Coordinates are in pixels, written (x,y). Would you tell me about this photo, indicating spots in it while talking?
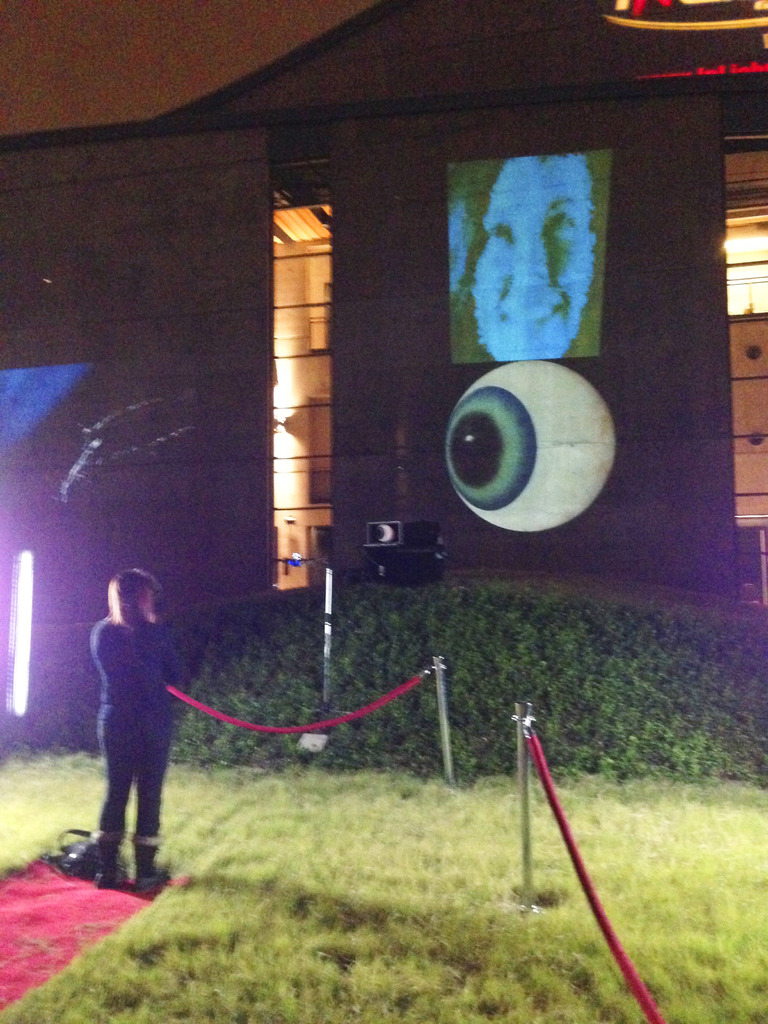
In this image we can see a person (159,761) standing on the ground (190,856). We can also see an object (93,860) placed beside him, some poles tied with ropes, a group of plants (412,745), a board (535,492) with some pictures (498,422) on it, a light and a building (516,51).
